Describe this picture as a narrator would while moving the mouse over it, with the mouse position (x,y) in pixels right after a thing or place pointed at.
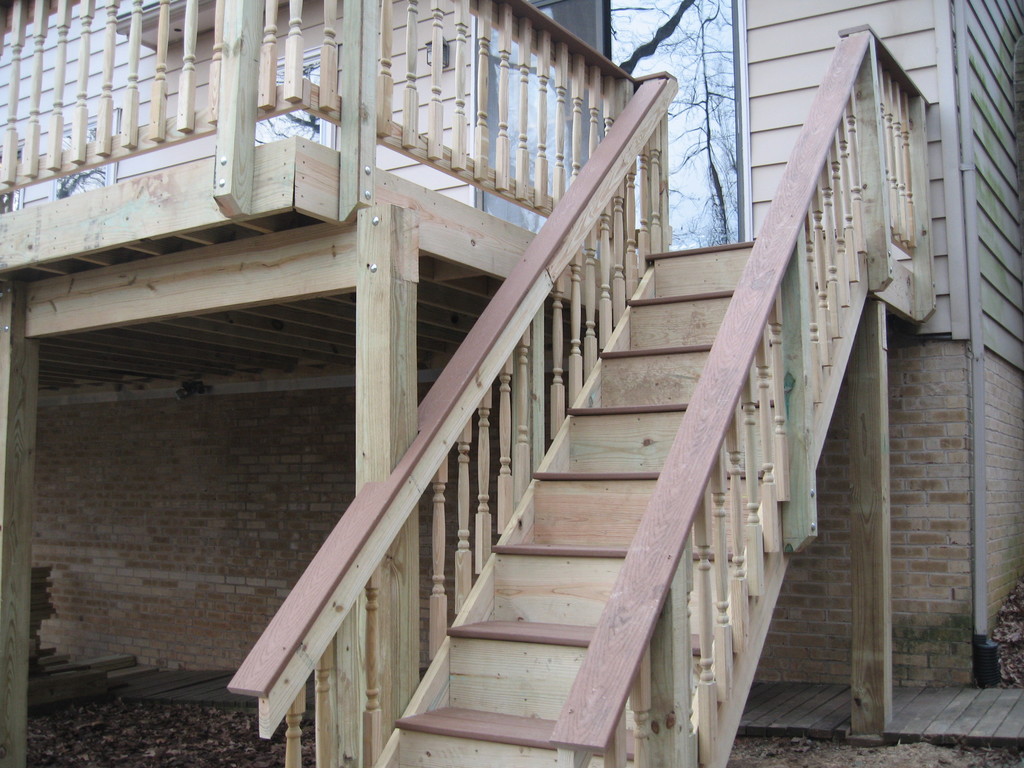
In the image there is a wooden home (811,5) with a staircase (866,171) in the middle (574,509), in the back (711,183) there is glass door (653,48).
